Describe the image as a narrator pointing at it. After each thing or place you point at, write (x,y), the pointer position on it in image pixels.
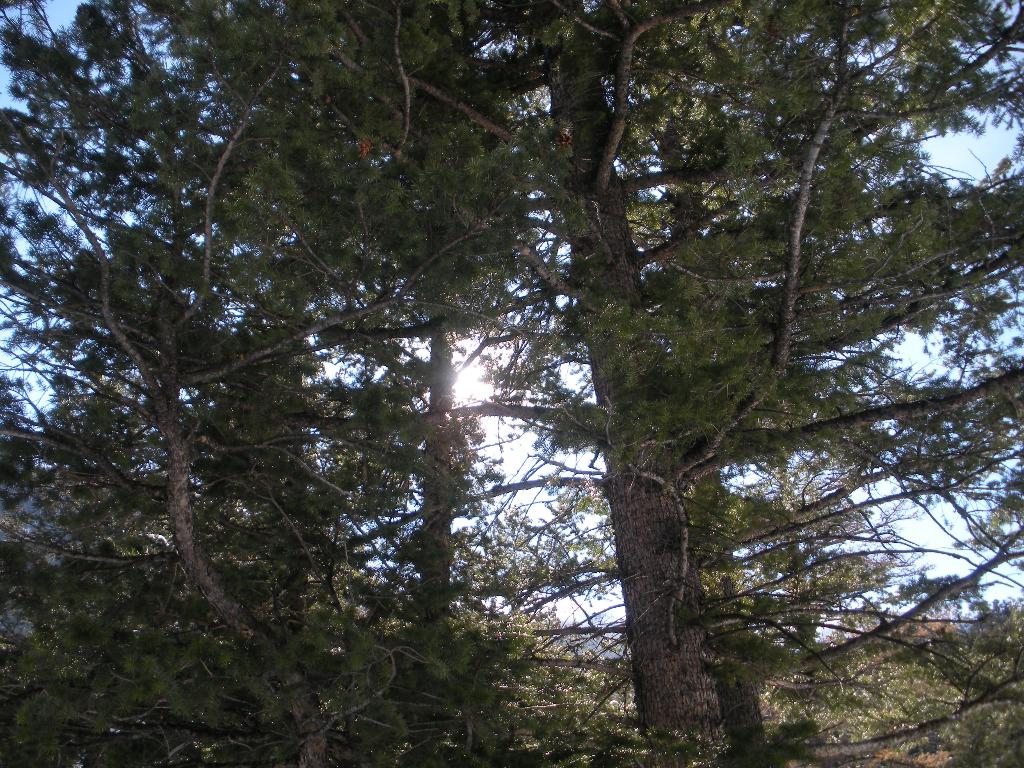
In this image there are trees (416,382), and in the background (463,379) there is sky (915,533).
